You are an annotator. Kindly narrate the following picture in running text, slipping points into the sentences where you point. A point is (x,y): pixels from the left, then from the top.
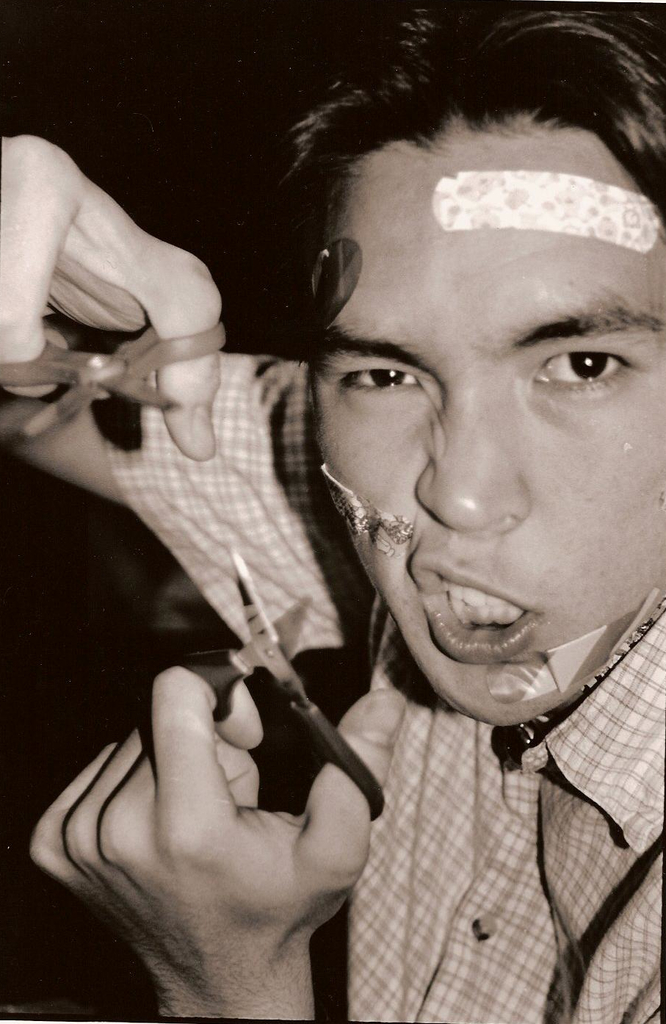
In this picture we can see a man (469,702) holding scissors (215,664) with his hands (306,895) and in the background (125,41) it is dark.
